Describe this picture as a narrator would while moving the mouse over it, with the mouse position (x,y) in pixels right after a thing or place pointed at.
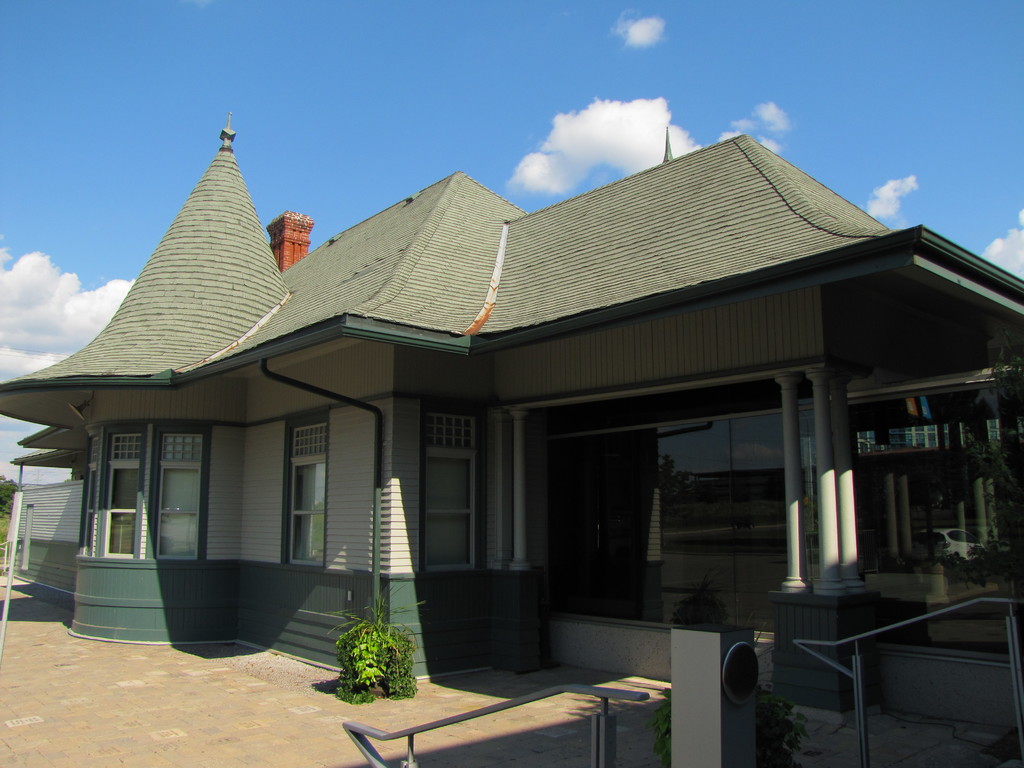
In this image there is a building (521,616), in front of the building (442,670) there is a plant (389,635). In the background (283,179) there is the sky (82,208).
